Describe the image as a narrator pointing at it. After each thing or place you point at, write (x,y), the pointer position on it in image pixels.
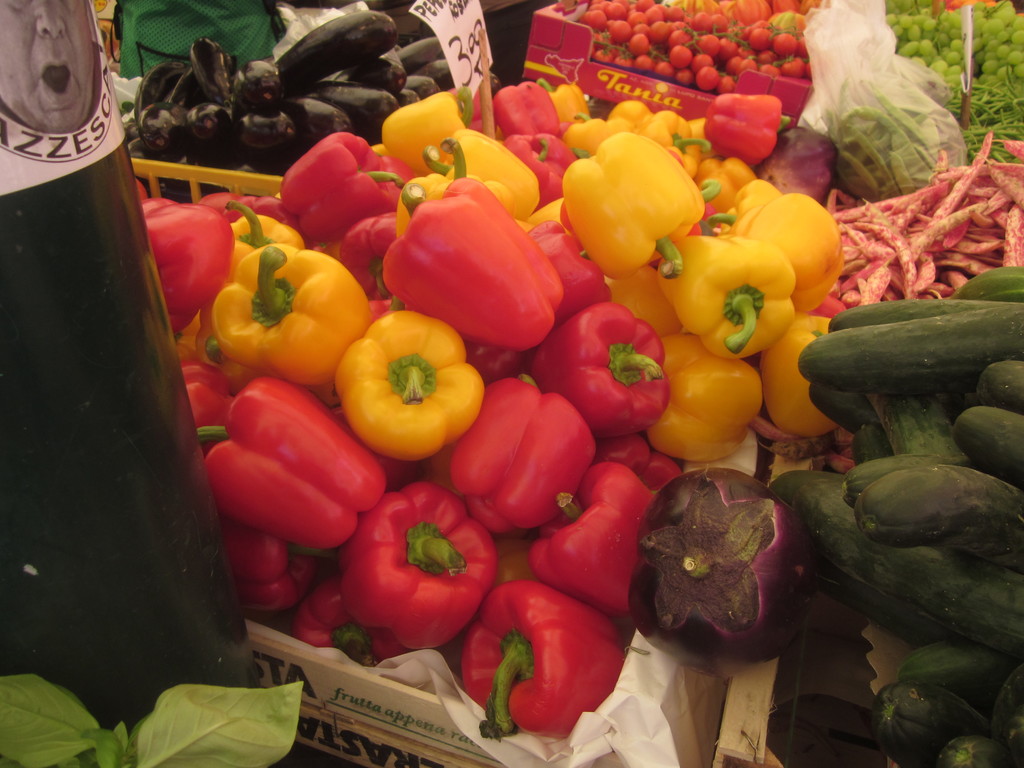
In this picture we can see bell pepper (405,273), tomatoes (626,58) and other vegetables (308,64) in the trays (269,630), in the bottom left hand corner (61,719) we can see few leaves (197,689), on the right side (847,115) we can see a plastic cover (831,121).
